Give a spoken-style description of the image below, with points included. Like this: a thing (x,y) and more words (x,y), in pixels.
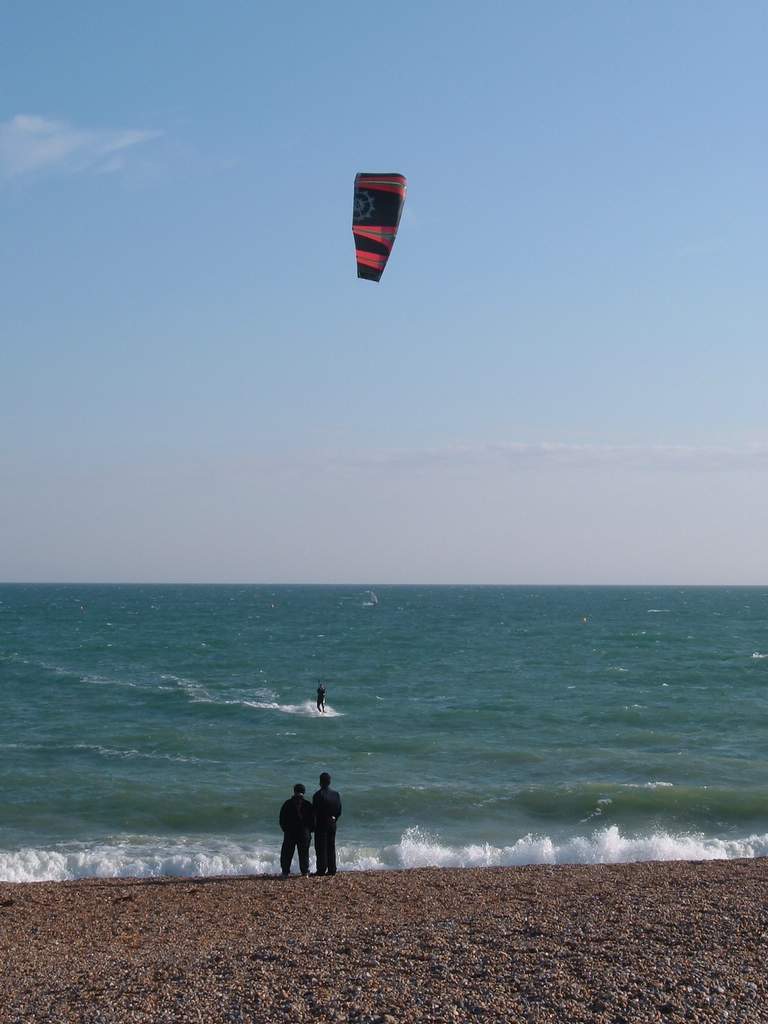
There are two persons (286,809) standing on the sea shore (305,921). In the background (256,679) there is water (249,691). And there is a person (319,690) on the water (314,712). There is a kite (383,236) in the air (399,272). In the background (338,261) there is sky (565,450).
